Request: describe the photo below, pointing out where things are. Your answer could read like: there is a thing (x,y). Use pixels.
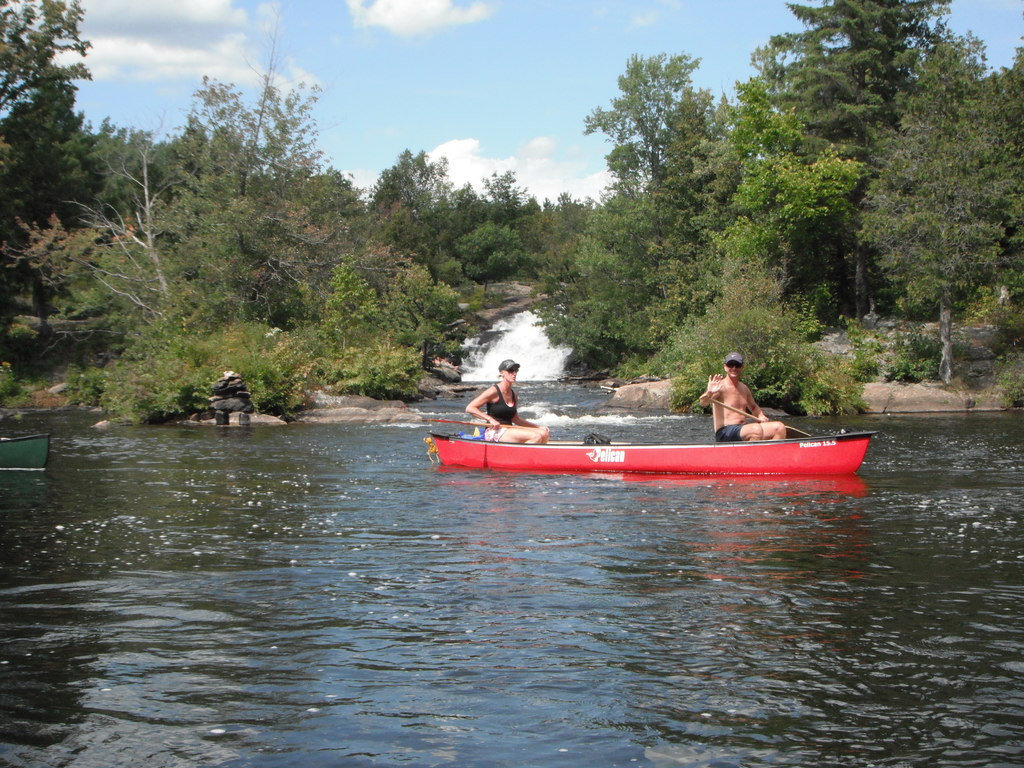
In this image there is water (491,594) and we can see boats (553,467) on the water (627,484). There are people (480,416) sitting in the boat (693,444). In the background (368,285) there are trees (741,269) and sky (466,89).
